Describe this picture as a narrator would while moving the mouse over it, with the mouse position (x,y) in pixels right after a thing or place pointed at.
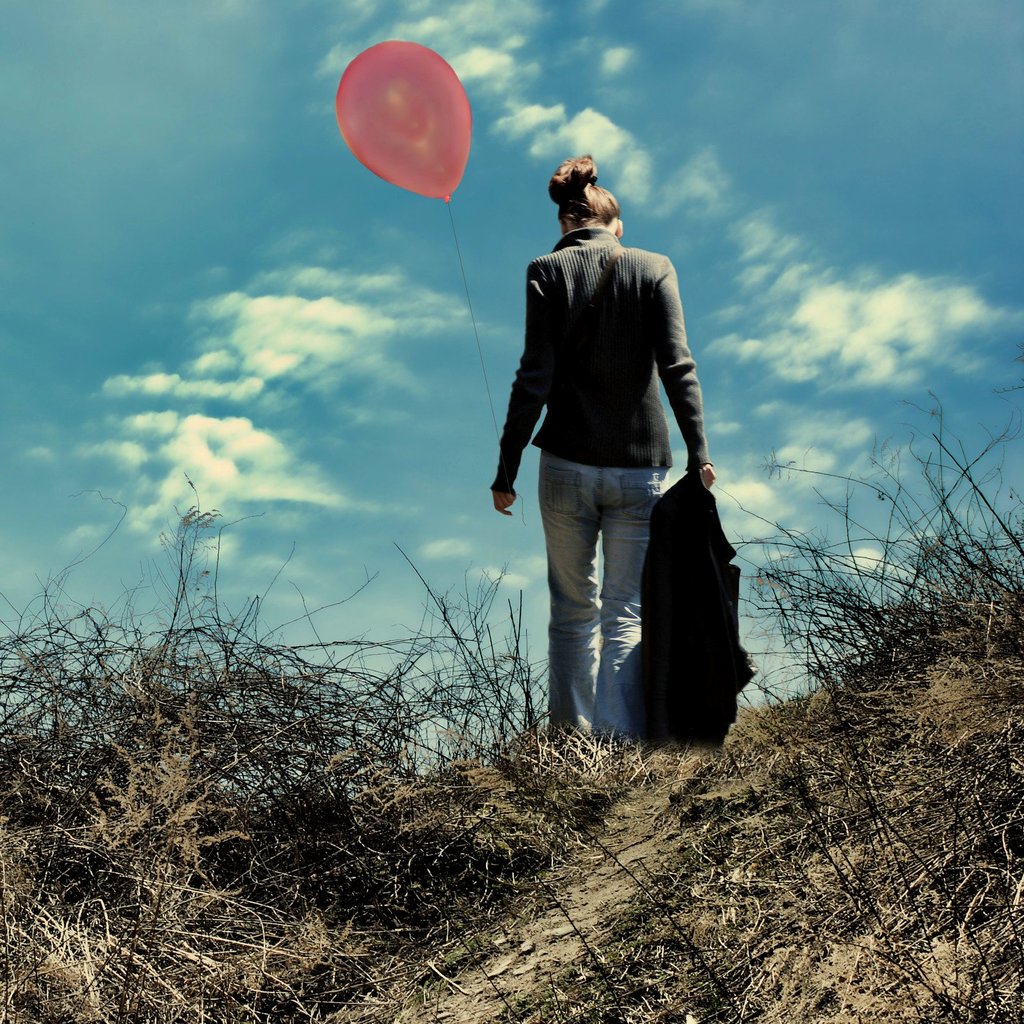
In the front (398,903) portion of the picture we can see a dried grass area (697,940) with dried twigs (688,848). There is a woman (600,489) standing wearing a light blue jeans (586,490) and ash colour long sleeve length shirt (589,315). This woman (650,361) is holding a black jacket (697,608) in her hand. On the other hand (509,513) she is holding a balloon (387,163) which is peach in colour. on the top of the picture (808,59) we can see a clear blue sky (176,170) with clouds (297,316). The hair (589,197) colour of the woman (582,183) is brownish.
